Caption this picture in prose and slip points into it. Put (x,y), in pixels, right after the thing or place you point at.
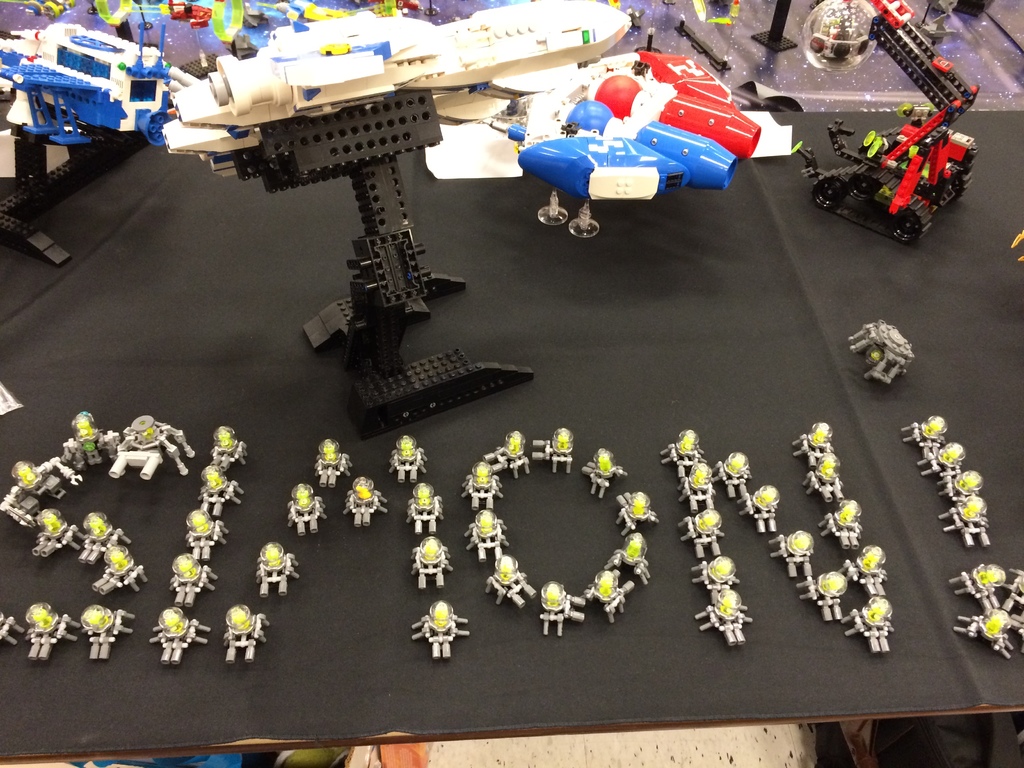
In the image there are many toys (830,599), lego toys (406,36) on a black mat (626,623).
